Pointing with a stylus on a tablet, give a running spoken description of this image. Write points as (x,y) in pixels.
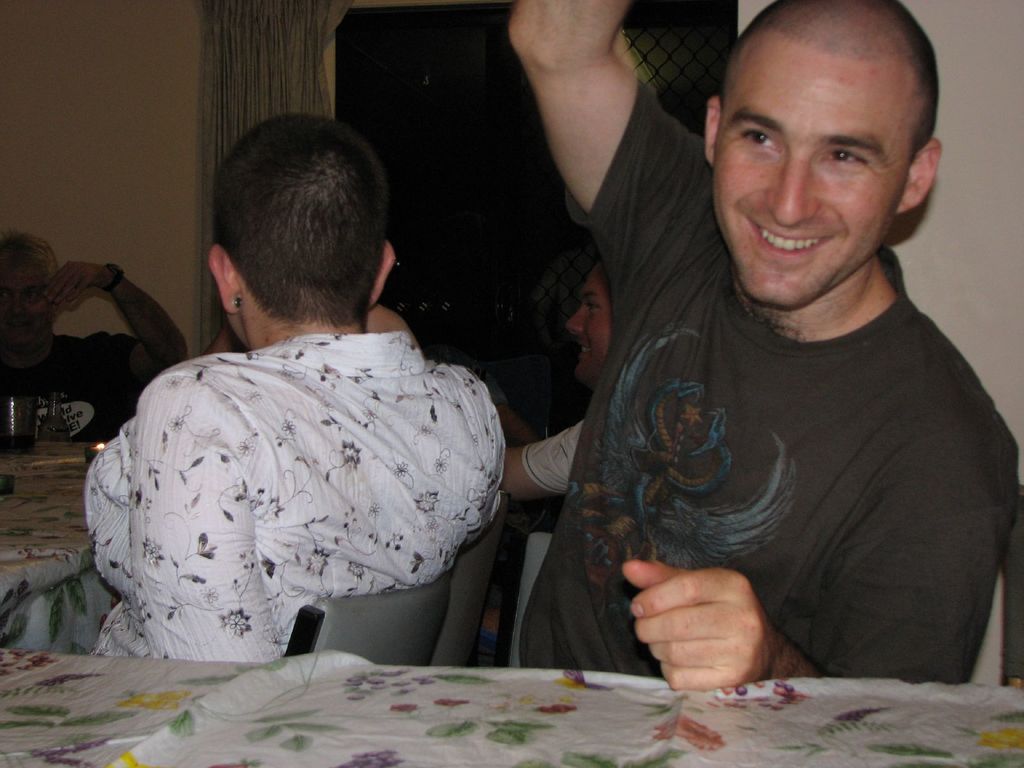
In this picture there is a man (787,231) towards the right (787,486). He is wearing a black t shirt (689,478) and he is sitting beside the table (459,703). Towards the left (212,543), there is a woman (254,446) wearing a flower patterned top (281,472). Before her, there is a table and people (56,361). In the background (185,283) there is a wall (741,12) with window (427,58) and a curtain (214,57).
